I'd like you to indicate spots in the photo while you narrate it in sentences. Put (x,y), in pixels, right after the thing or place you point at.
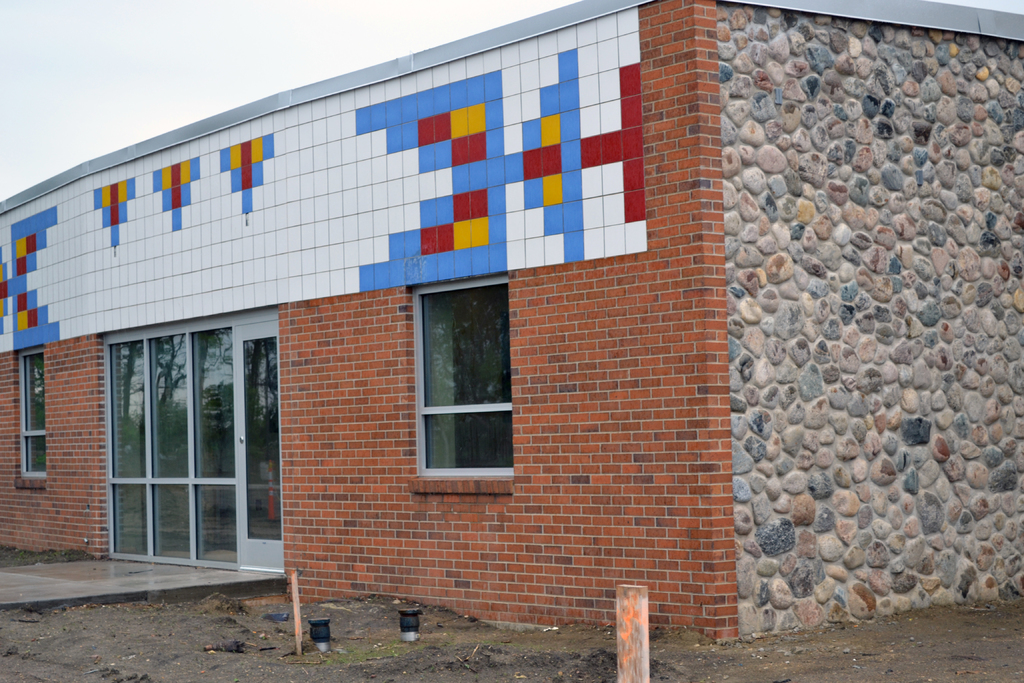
Here in this picture we can see a building (852,189) present and on its front we can see a door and couple of windows (185,418) present on it over there and on the ground (195,641) we can see grass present over there.
